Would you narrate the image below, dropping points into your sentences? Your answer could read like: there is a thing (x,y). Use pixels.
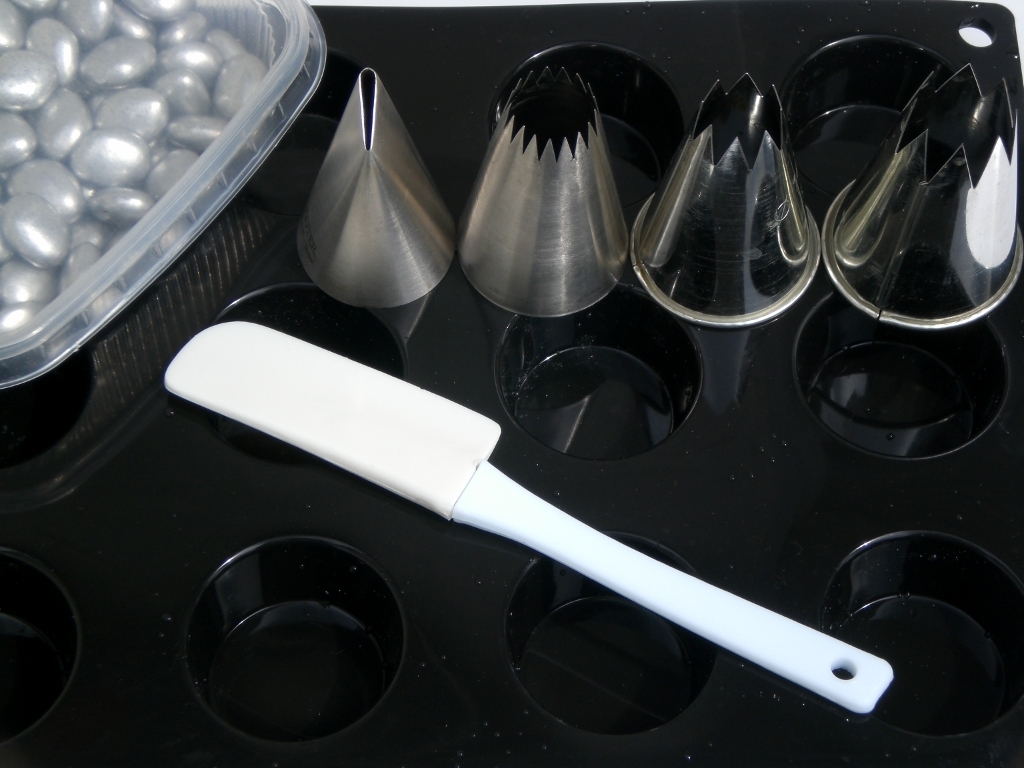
In this image I can see few molds (354,570), shapes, a tray (467,375) in black color, a plastic spoon (245,375) and I can also see few steel objects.
